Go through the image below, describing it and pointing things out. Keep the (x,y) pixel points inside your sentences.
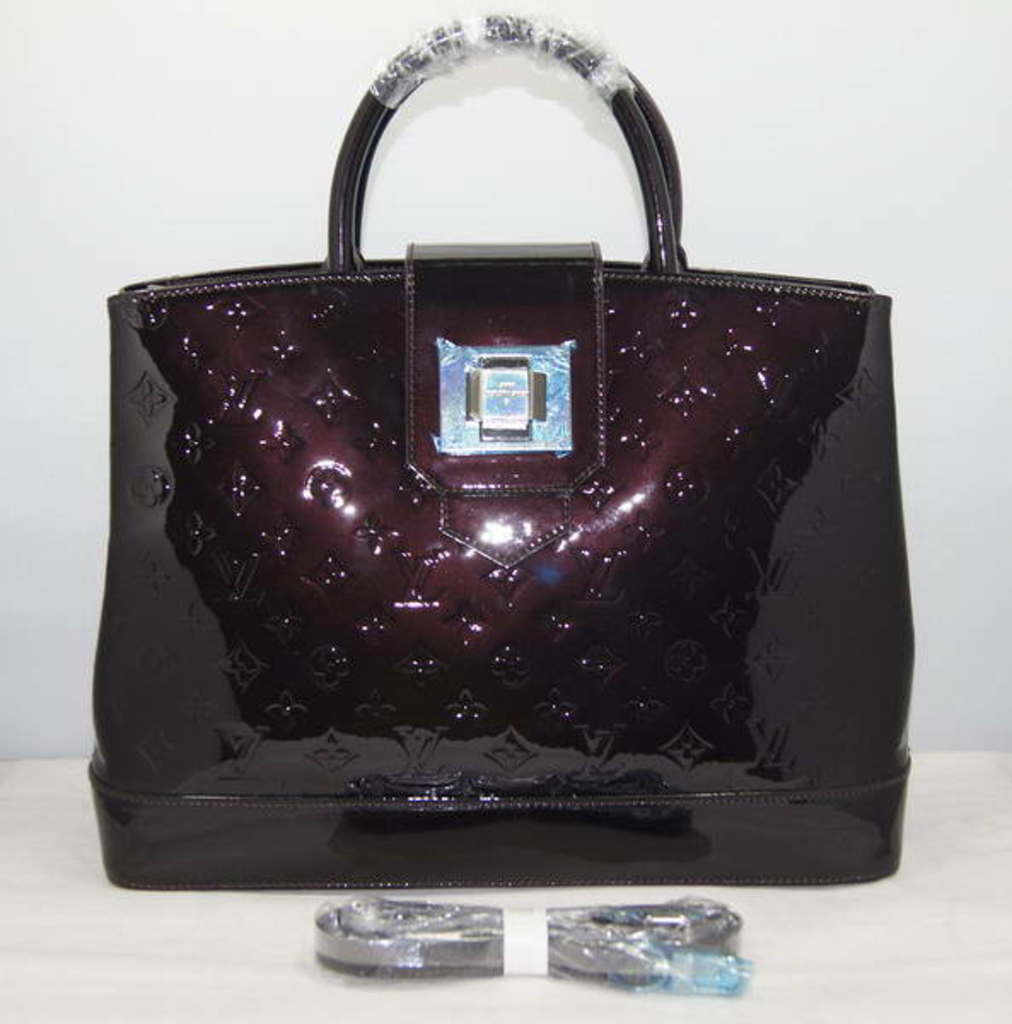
This is a bag (533,484) with a handle (347,243) is kept on a table (192,957) and there is some other item (531,939) kept on the table (359,1021).
